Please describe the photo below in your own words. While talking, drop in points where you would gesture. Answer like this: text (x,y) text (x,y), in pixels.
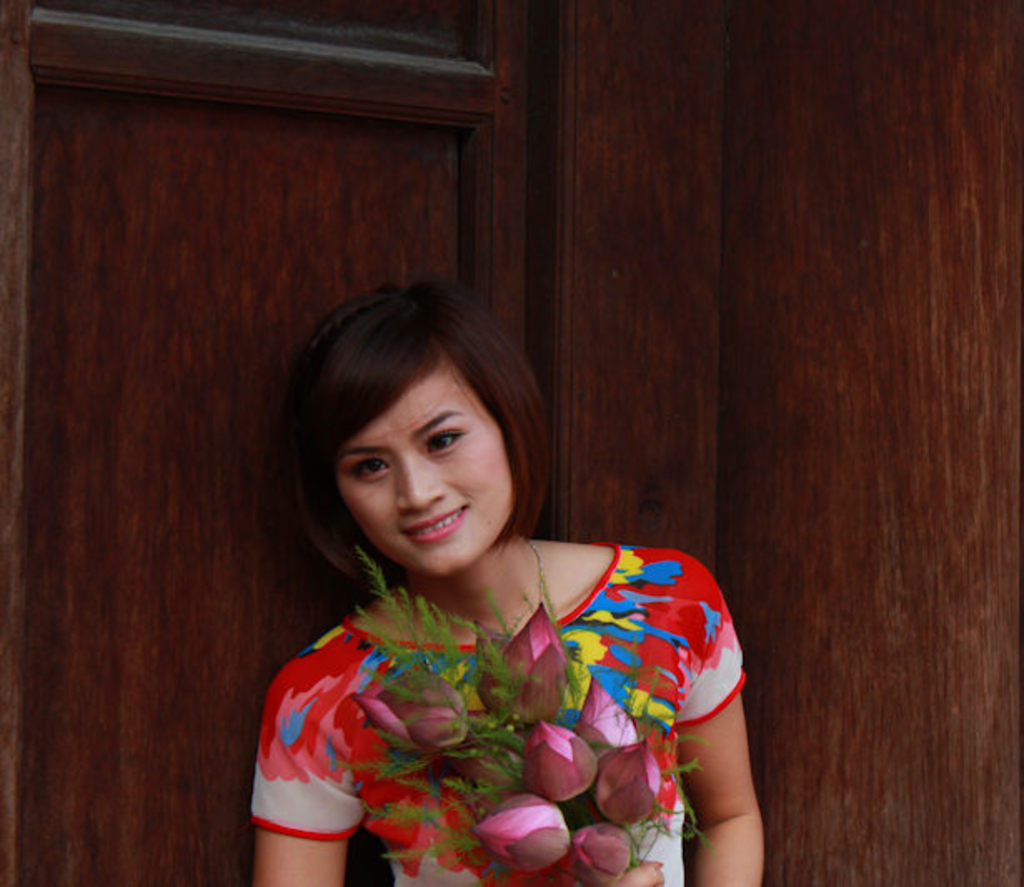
In this image we can see a person (511,557) standing with a bouquet (592,708), wearing a colorful dress (631,694) and behind the person (499,416) there is a brown color object (191,547).
